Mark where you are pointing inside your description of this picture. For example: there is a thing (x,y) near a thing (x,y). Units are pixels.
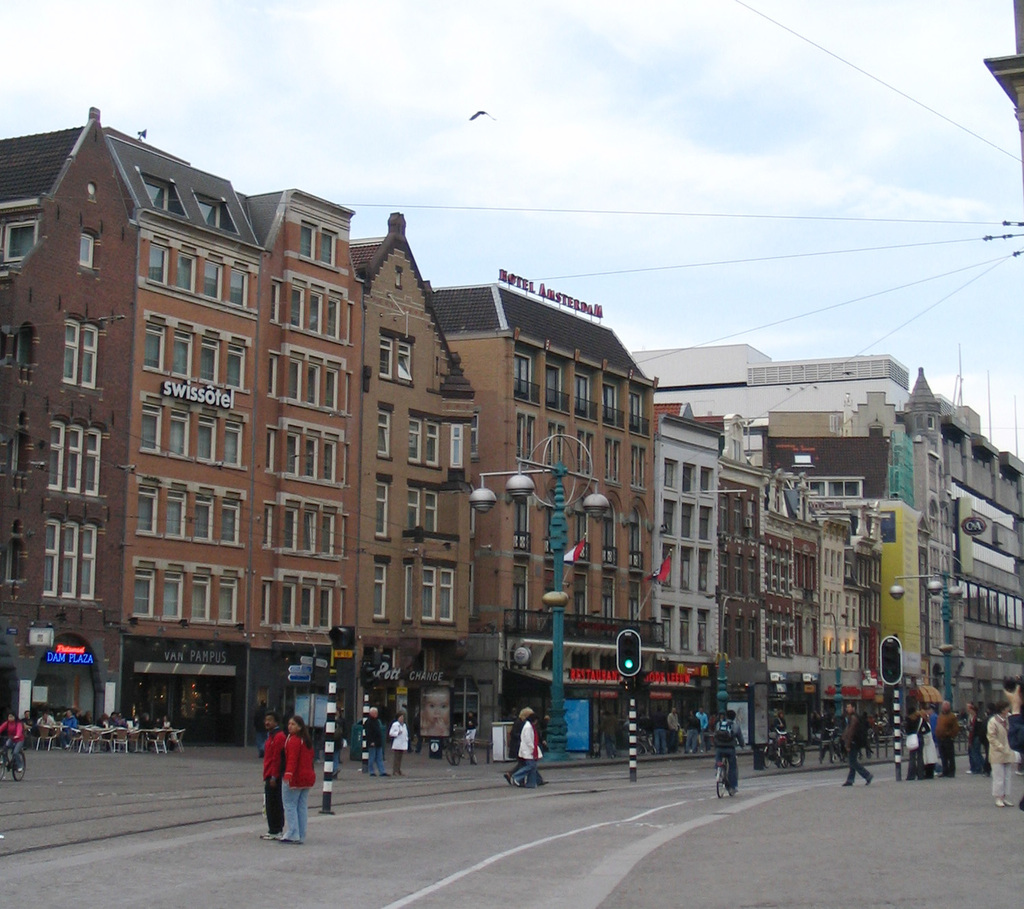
In this image I can see buildings (634,508), people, traffic lights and poles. I can also see a person (12,745) sitting on a bicycle (10,764), people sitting on chairs (92,739), a bird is flying in the air (490,73) and the sky (675,183) in the background (675,183).
